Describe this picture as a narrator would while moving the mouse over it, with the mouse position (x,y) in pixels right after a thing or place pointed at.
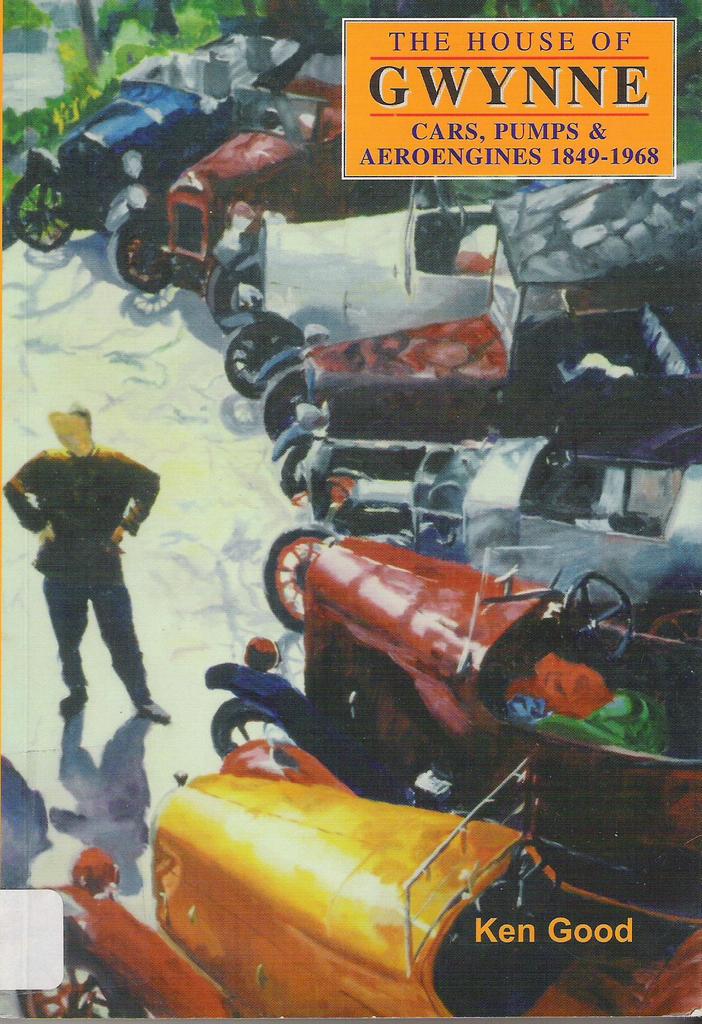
In the picture we can see a poster (364,857) with a painting (229,1017) of some vintage cars (381,1011) and in front of it we can see a man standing keeping hands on his hip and on the poster (126,416) we can see a label (577,174) with a name the house of GWYNNE cars, pumps and Aero engines.
